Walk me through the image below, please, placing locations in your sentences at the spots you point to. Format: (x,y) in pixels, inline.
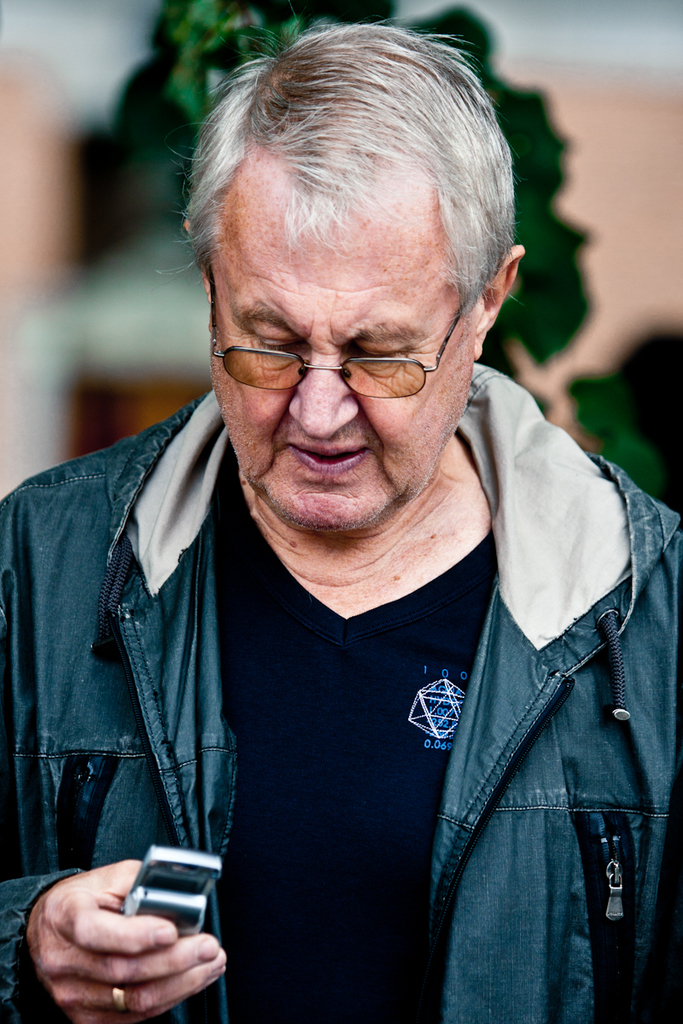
In the picture we can see a man (513,746) standing, he is with blue jacket (479,759) and black T-shirt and he is holding a mobile phone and looking at it and behind him we can see a plant (571,268) near the wall (635,228) which is not clearly visible.
